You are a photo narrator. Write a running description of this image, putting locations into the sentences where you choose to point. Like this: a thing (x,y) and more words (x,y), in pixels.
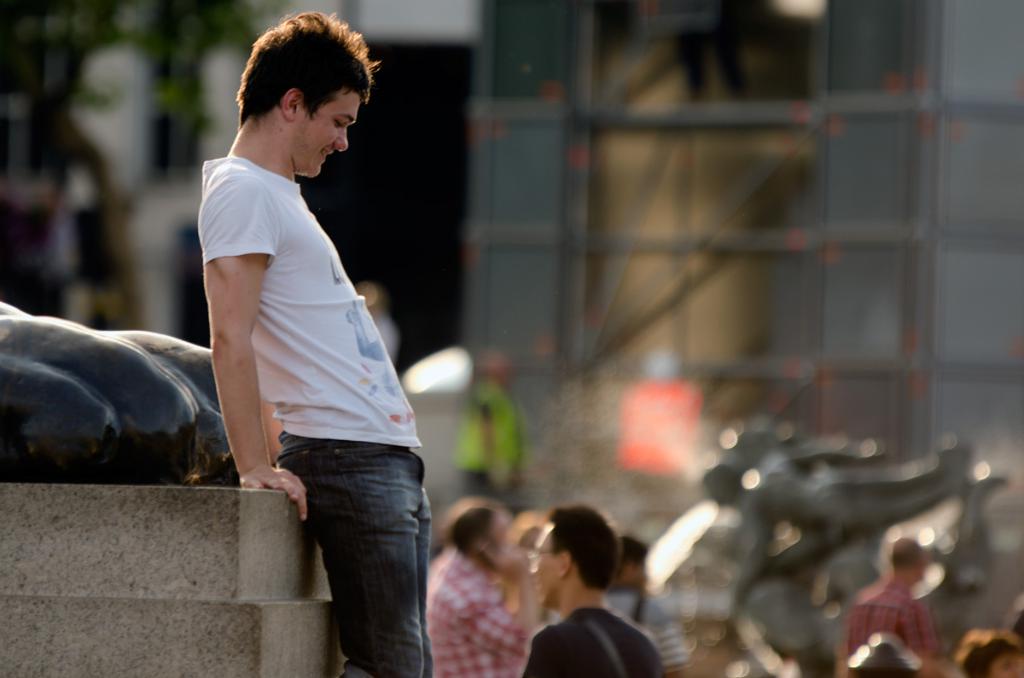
On the left side of the image (341,493) we can see a person (327,496) standing at the statue (173,451). In the background (453,470) we can see persons (920,549), statues (819,497), tree (134,25) and buildings (511,155).
